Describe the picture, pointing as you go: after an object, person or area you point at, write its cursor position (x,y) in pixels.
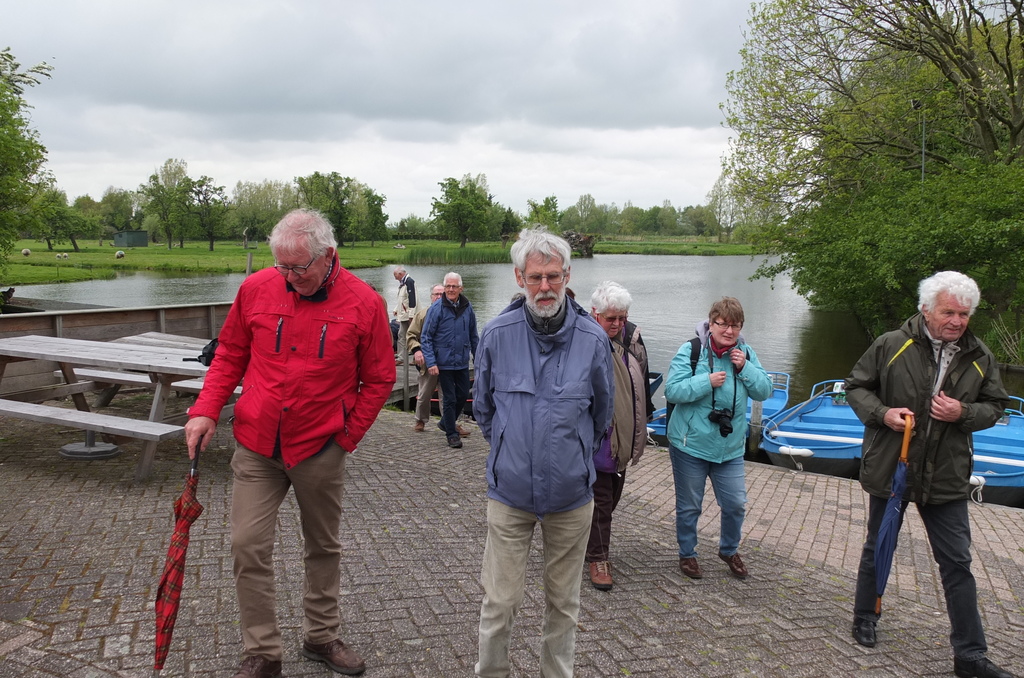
In this image in the middle (615,265) there are some trees (236,212), lake (655,260), on which there are some boats (820,397), in front of the lake (767,327) there are few people (306,345), benches (21,349) visible on the floor (164,524), person (251,499) holding an umbrella (181,530) in the foreground (233,496), on the right side (941,91) there are some trees (941,91), at the top (532,75) there is the sky (355,71).
